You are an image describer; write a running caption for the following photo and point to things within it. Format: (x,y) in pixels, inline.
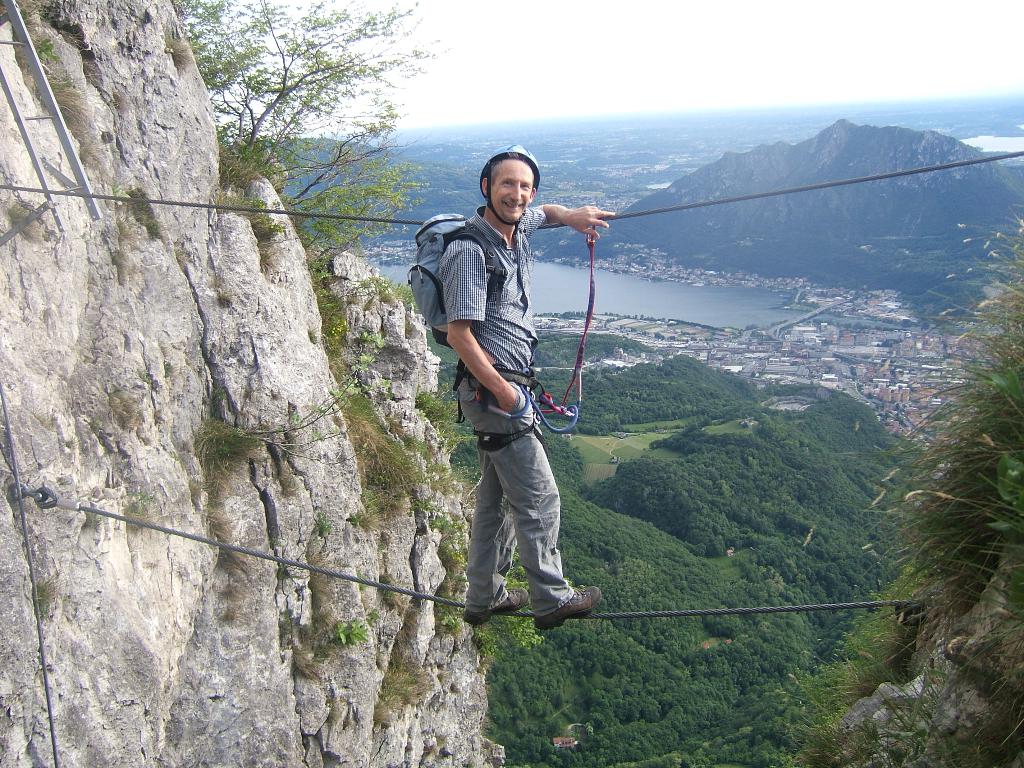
In this picture, we see the man (512,260) who is wearing the blue backpack (442,229) is walking on the rope (764,611). He is smiling and he might be posing for the photo. On the left side (221,173), we see the rocks (288,322), a ladder (21,15) and the trees (253,81). On the right side (952,545), we see the grass (930,568) and a hill (957,726). IN the middle (678,404), we see the trees (787,616). Beside that, we see the buildings (811,360) and the water (725,306). This water (635,291) might be in the lake (760,309). There are trees (822,249), hills (757,229) and the buildings (800,326) in the background (689,168). At the top (608,109), we see the sky (658,93).
